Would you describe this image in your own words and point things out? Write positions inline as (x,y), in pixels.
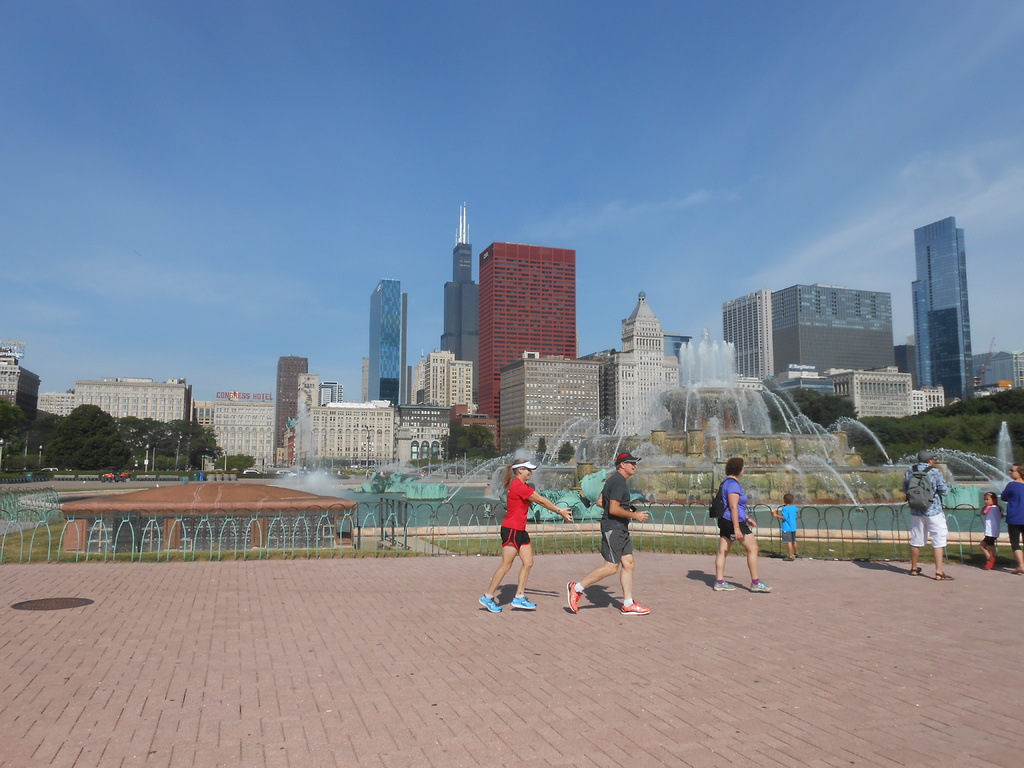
In the image we can see there are people (743,540) wearing clothes (619,522), shoes (623,606) and some of them are wearing a cap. This is a water fountain (689,432), there are many buildings (588,380), trees (109,462) and there are vehicles (115,475) on the road (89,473). This is a grass (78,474) and a sky (209,191). This is a footpath (376,670).
